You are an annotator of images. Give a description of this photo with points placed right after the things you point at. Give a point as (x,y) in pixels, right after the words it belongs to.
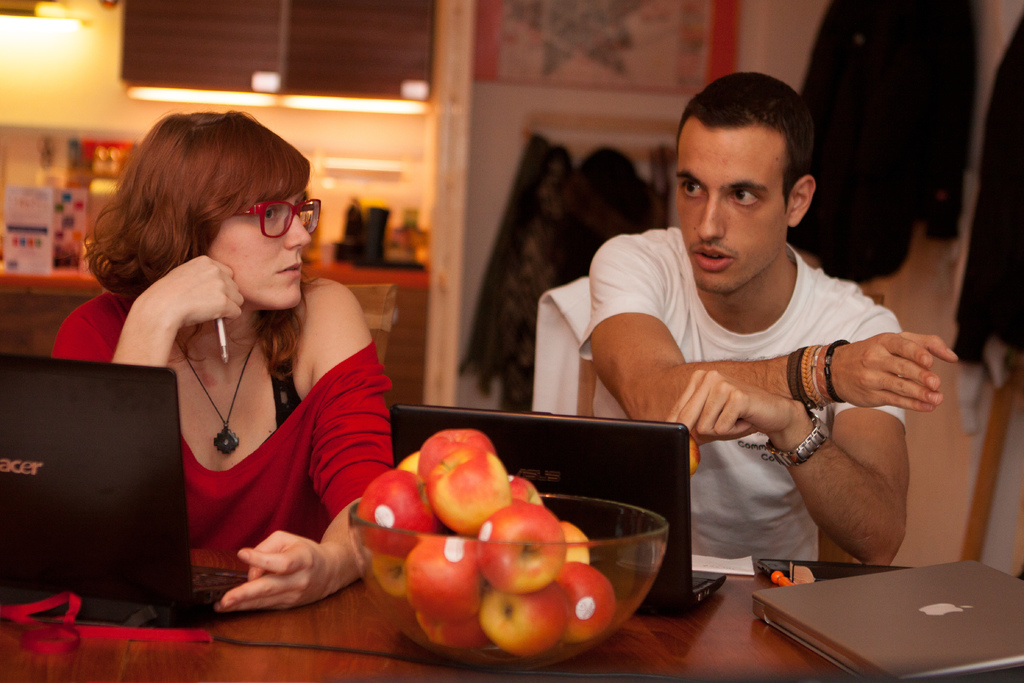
In this picture we can see two persons (752,519) sitting on the chairs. This is table (278,670). On the table (226,660) there are laptops (618,489), fruits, and a bowl (632,540). On the background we can see a light (359,102). And this is wall (71,64).
